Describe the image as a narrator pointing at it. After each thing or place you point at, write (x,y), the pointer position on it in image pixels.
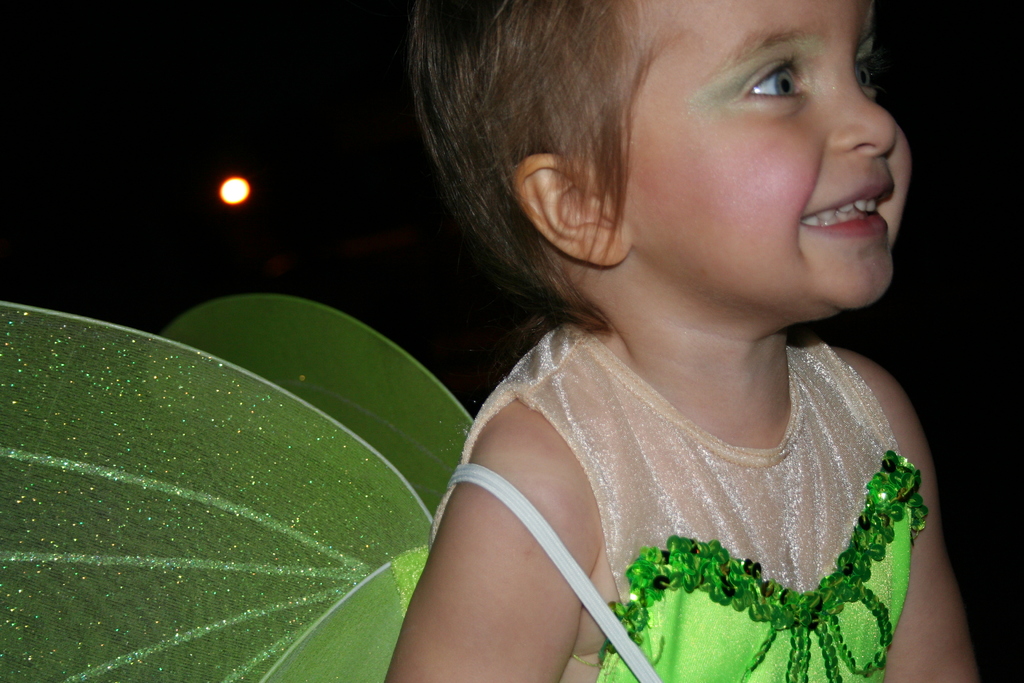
In this image I see a child (960,628) who is wearing cream and green color dress (641,413) and I see that the child (825,231) is smiling and it is dark in the background (453,329) and I see the light (240,196) over here.
